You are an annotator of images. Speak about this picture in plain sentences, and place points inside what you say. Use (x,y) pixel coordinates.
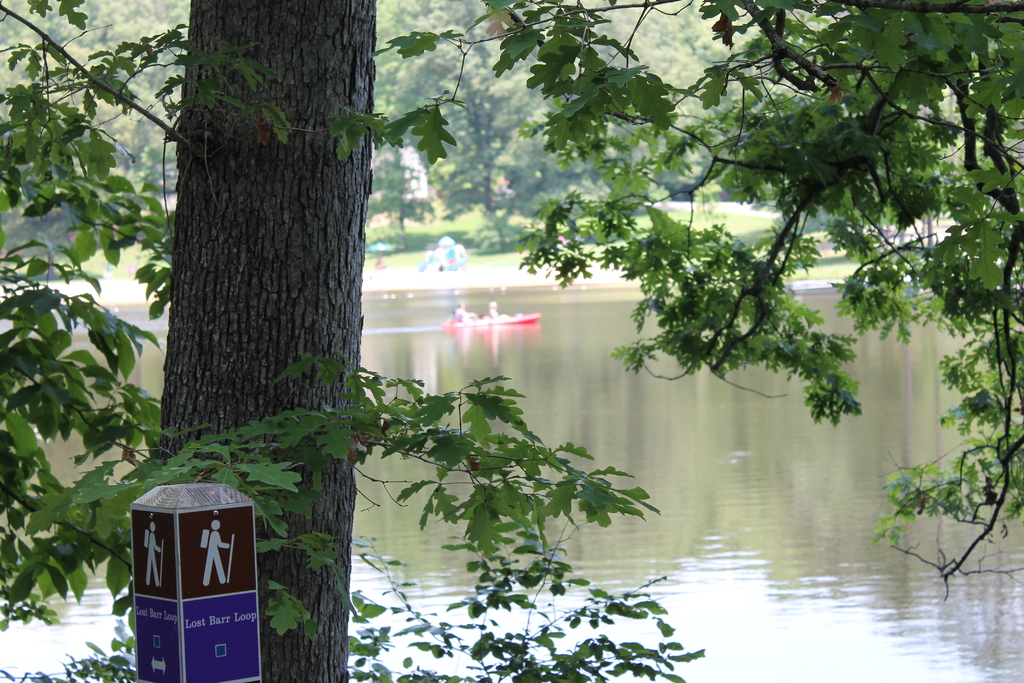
In this image there are sign boards (187,586) to a wooden post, there are trees (430,428), two people (495,306) in the boat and the boat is in the water (481,368) and few objects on the grass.
